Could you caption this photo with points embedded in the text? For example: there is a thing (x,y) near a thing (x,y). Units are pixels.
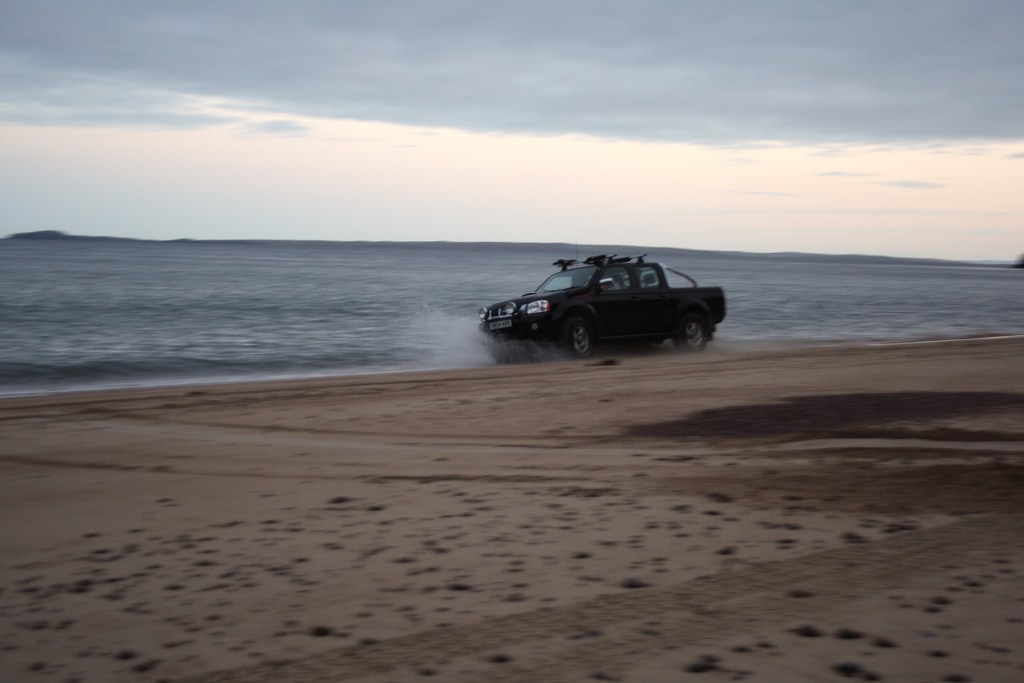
In the image we can see a vehicle (508,318), black in color. Here we can see the beach (416,516) and the cloudy sky (427,96).
